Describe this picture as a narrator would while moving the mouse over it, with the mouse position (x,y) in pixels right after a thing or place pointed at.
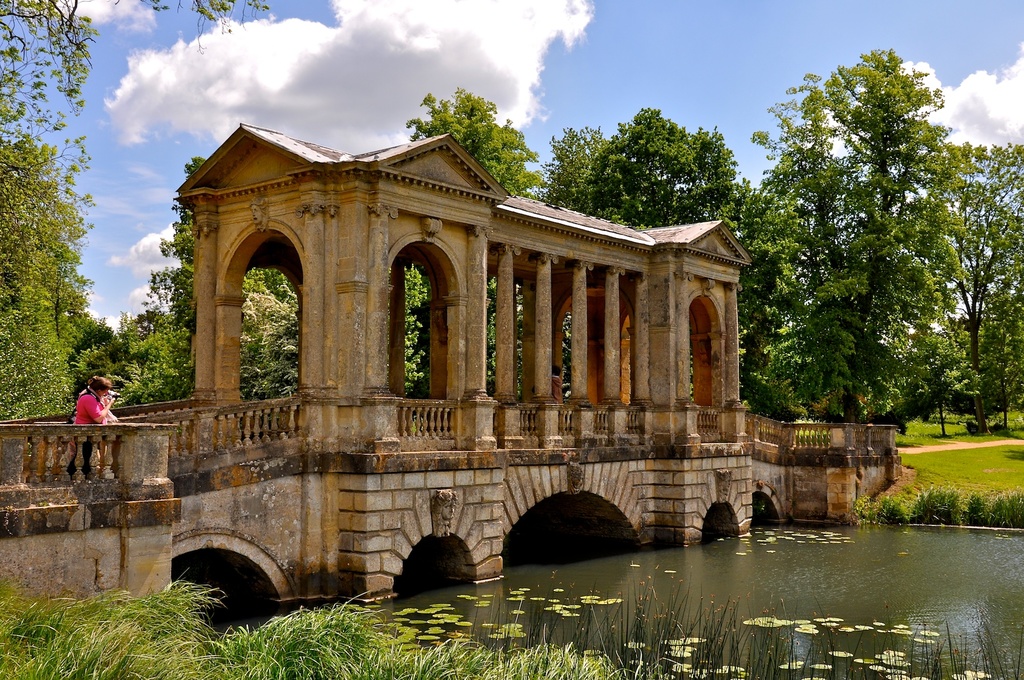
In this image I can see at the bottom (794,557) there is water (817,598), in the middle (480,327) it is a construction (355,400). On the left side (98,395) a woman (94,414) is standing, she wore pink color top (80,412). At the back side (70,404) there are trees (10,337), at the top (703,43) it is the sky (699,50).
